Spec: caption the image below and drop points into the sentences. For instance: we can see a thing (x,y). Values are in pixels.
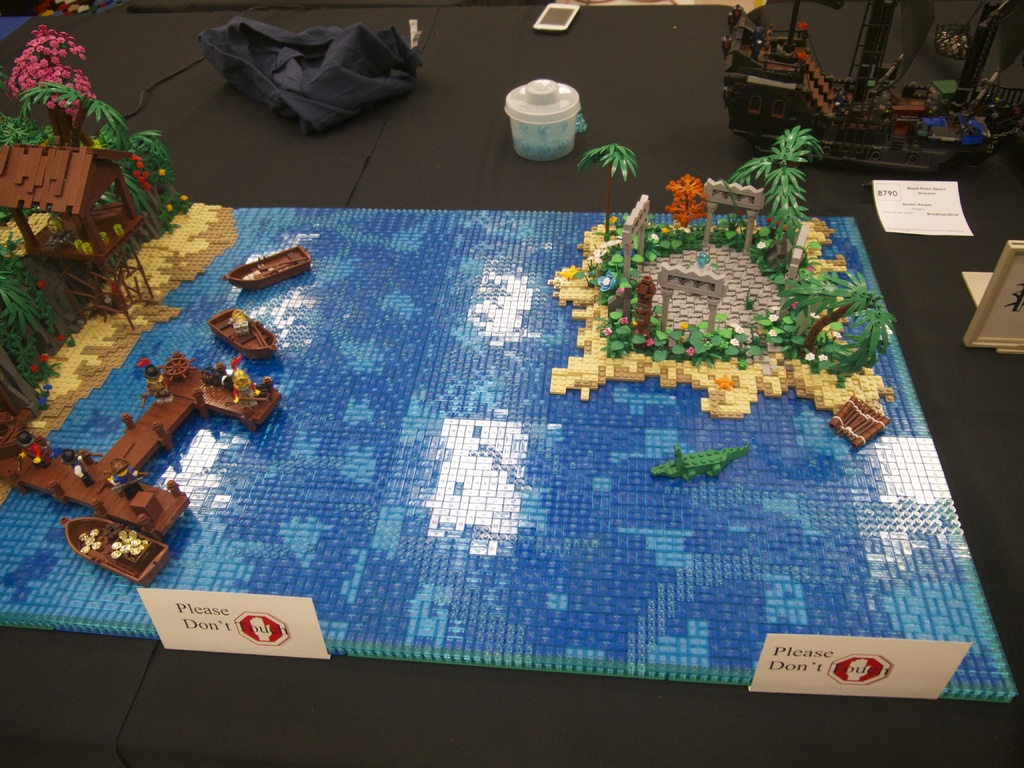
In this image we can see an art (505,227) is made using building blocks (428,536). Here we can see the caution boards (281,644), mobile phone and a few more objects (277,76) are kept on the black color surface (503,48).
